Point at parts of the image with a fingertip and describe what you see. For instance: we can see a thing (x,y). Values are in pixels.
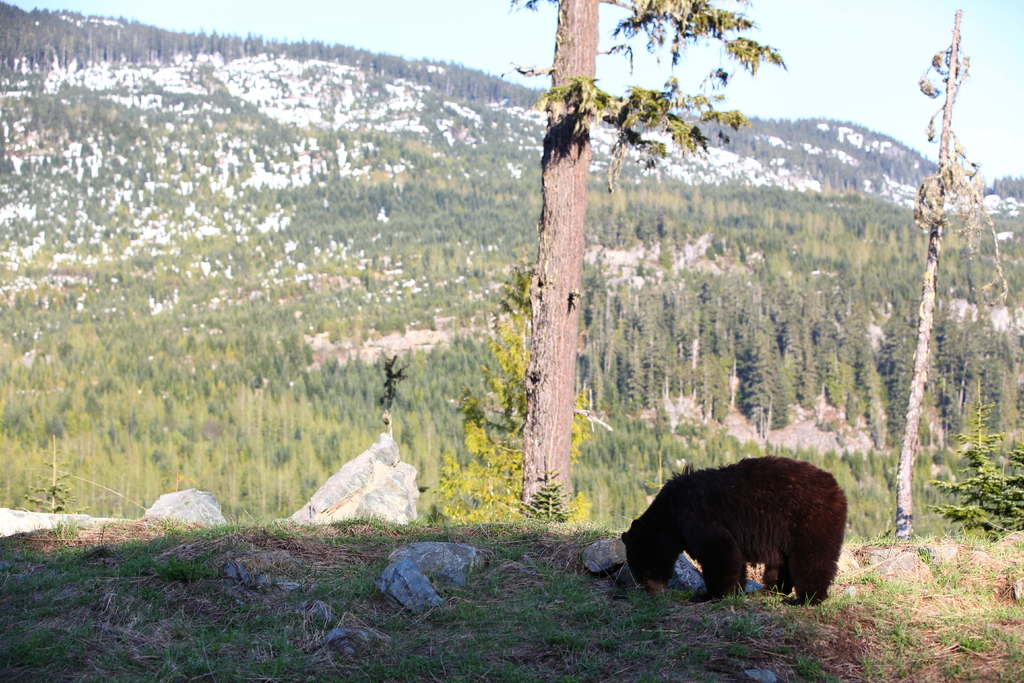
At the bottom of the image (776,498) we can see an animal (796,546) and there is grass (460,641). In the background (642,428) there are trees (328,473), rocks (343,473), hills (503,172) and sky (888,61).
